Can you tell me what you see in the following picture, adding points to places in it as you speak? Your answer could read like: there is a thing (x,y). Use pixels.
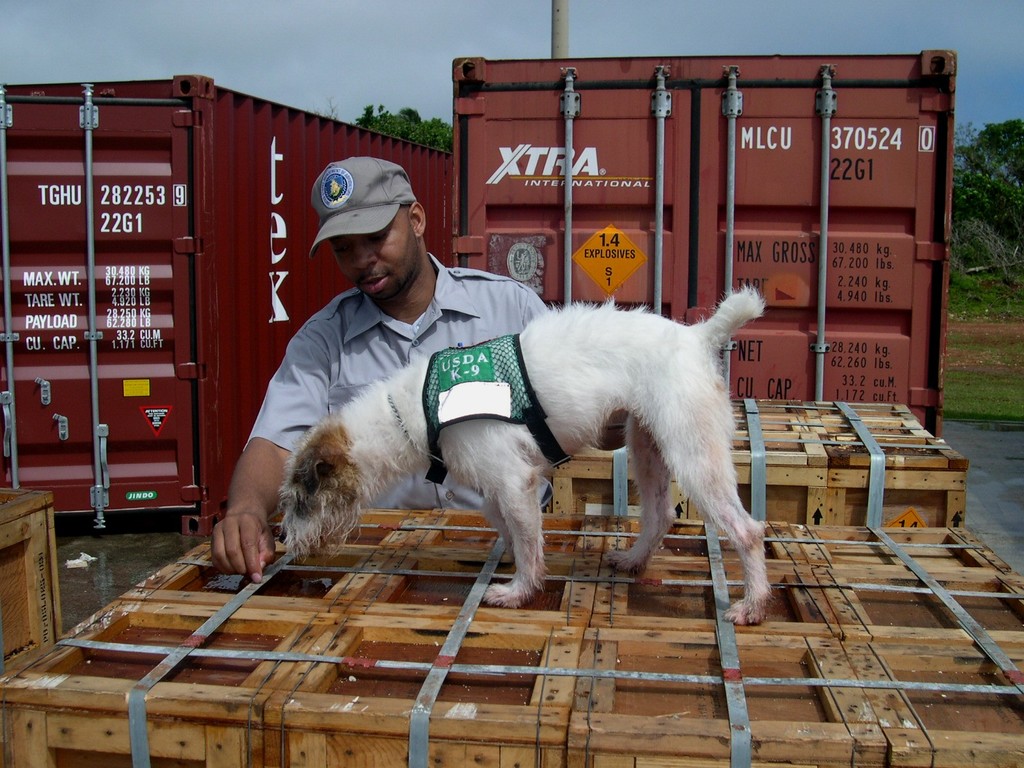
In this picture we can see a person (402,485) and a dog (526,492), here we can see wooden objects (398,536) on the ground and in the background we can see containers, trees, pole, sky (980,62).
